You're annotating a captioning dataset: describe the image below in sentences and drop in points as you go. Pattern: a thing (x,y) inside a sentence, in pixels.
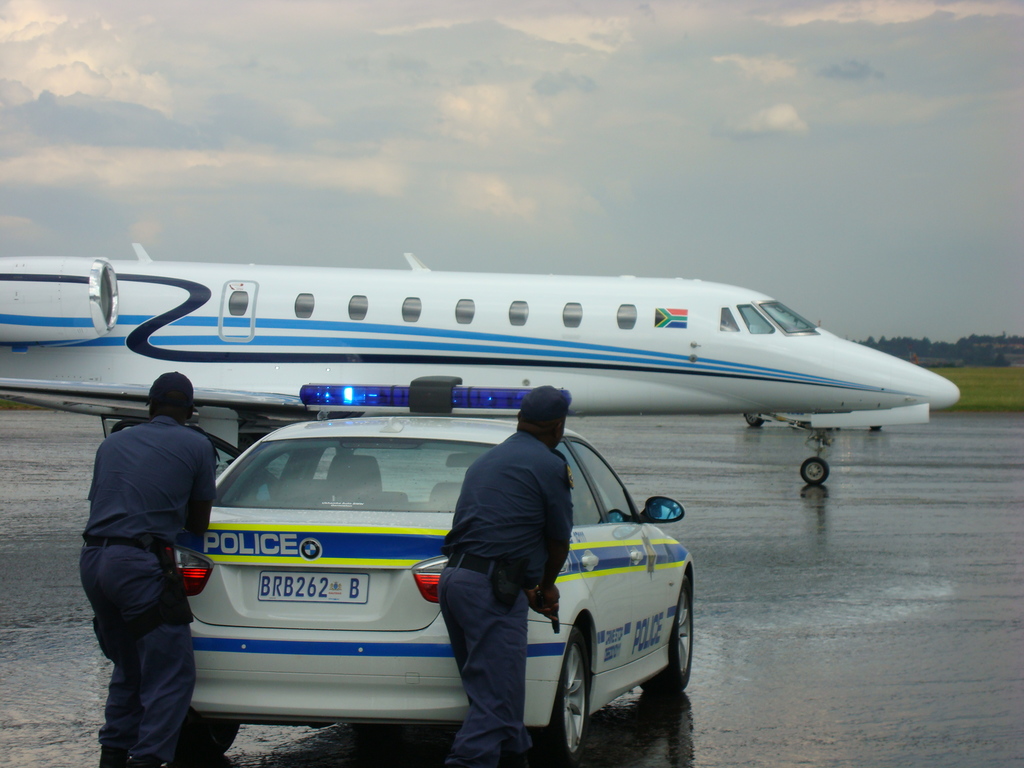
In the image we can see two men (163,568) standing, wearing clothes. Here we can see grass (1000,387), airplane (504,367), road (836,655), trees (1016,361) and cloudy sky (729,208).
